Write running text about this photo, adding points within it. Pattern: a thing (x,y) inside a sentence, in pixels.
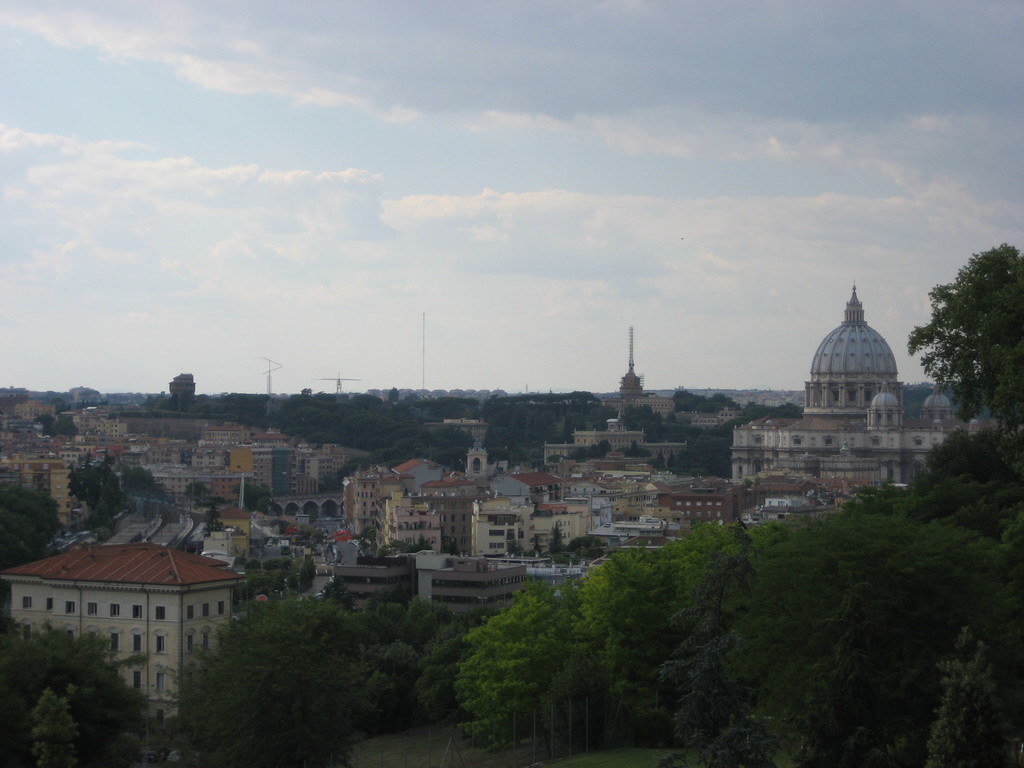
This picture might be taken from outside of the buildings (471,423) and houses (499,485). In this image, on the right side (989,536), we can see some trees (991,522) and plants (912,752). On the left side (87,742), we can also see some trees (10,648), plants (4,628), houses (126,629). In the middle of the image (575,494), we can see some trees (424,698), plants (608,680), houses (338,555), buildings (379,510). In the background (528,414), we can also see some trees (419,409), poles (338,390). On the top (731,123), we can see a sky (731,124).
